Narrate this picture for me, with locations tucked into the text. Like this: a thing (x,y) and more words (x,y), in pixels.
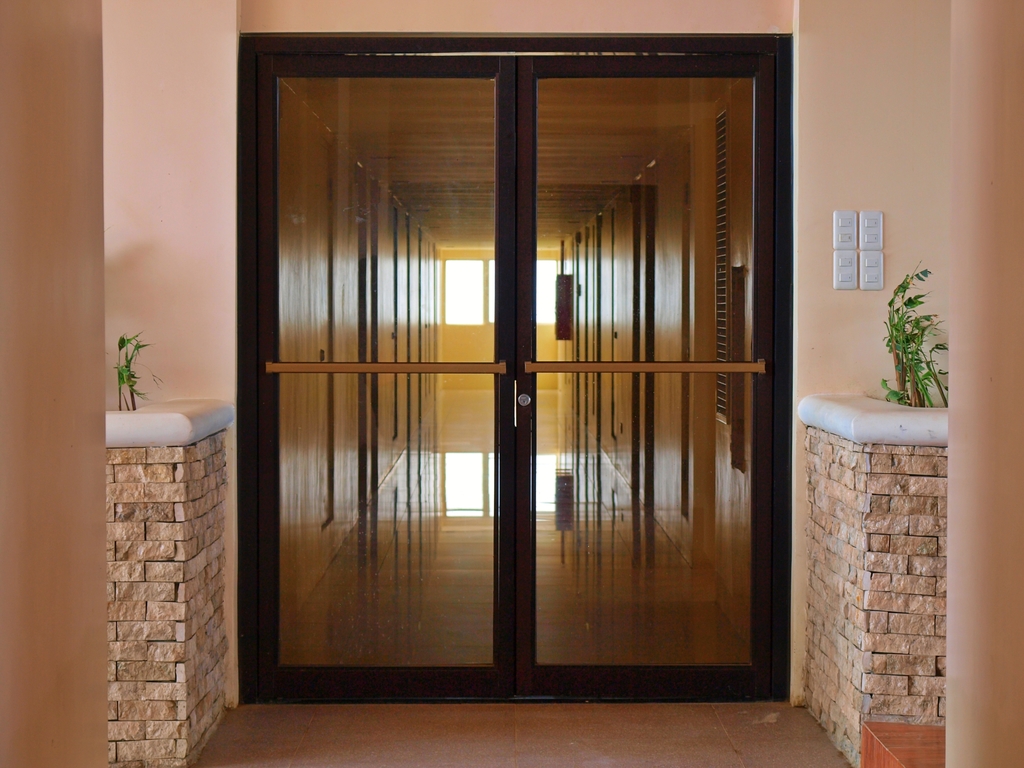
Here in this picture we can see a door (758,59) present, through that we can see the corridor (450,591) over there and we can see the windows (464,315) on the other side and on either side of the door (377,338) we can see plants (900,360) present and on the wall (833,245) we can see switches (864,236) present over there.
